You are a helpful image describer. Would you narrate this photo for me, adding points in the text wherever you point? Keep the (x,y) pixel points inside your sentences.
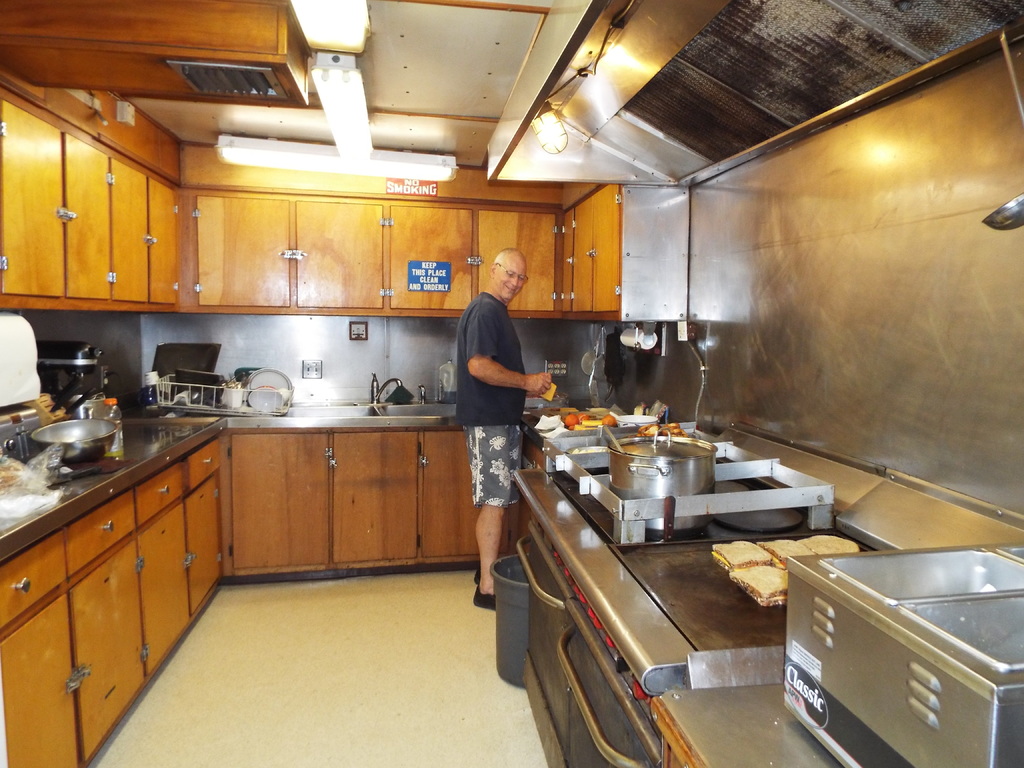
In this image I can see a person (502,330) wearing black t shirt (479,330), short (491,435) and black footwear (477,589) is standing and holding an object (550,393) in his hands (548,381). I can see the counter top (278,425) of the kitchen (110,455), few utensils (74,451) and few other objects (68,405) on the counter top (138,420). I can see the sink (400,416), a tap (390,380), a switch board (315,371), few cupboards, few drawers (213,467), few sandwiches (772,573) and few lights (361,108).
